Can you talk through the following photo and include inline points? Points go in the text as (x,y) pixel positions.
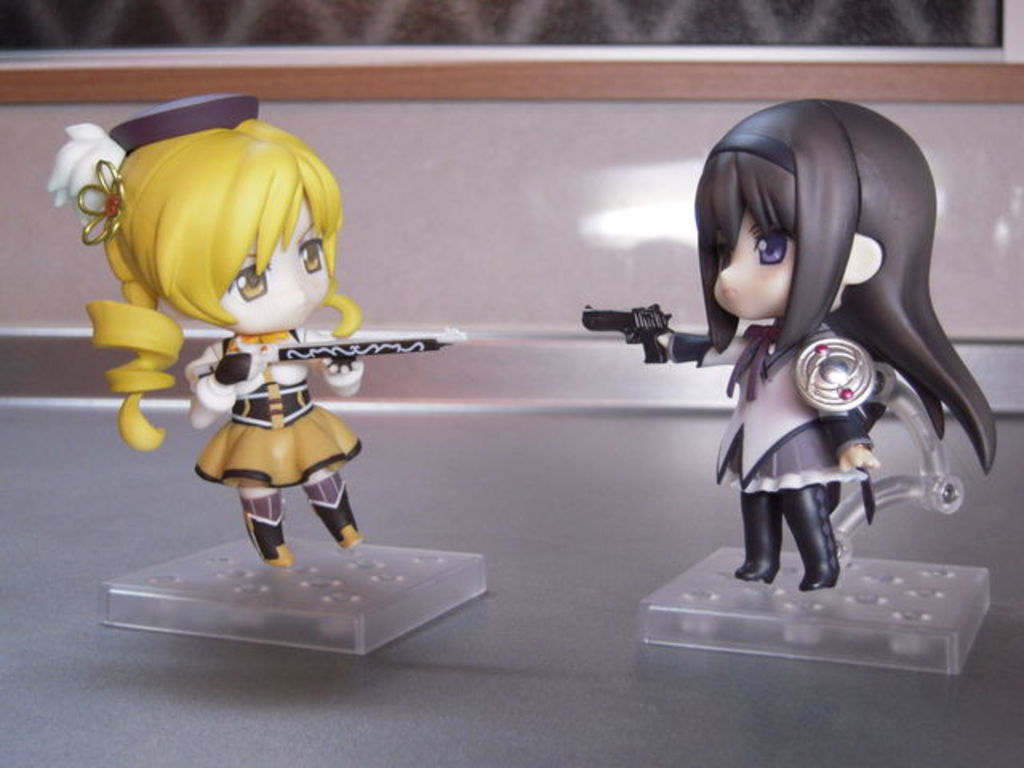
In this picture there are two cartoon doll toys (771,515) standing in front (263,474) and placed on the tabletop (274,704). Behind there is a brown color wooden wall (504,173).
